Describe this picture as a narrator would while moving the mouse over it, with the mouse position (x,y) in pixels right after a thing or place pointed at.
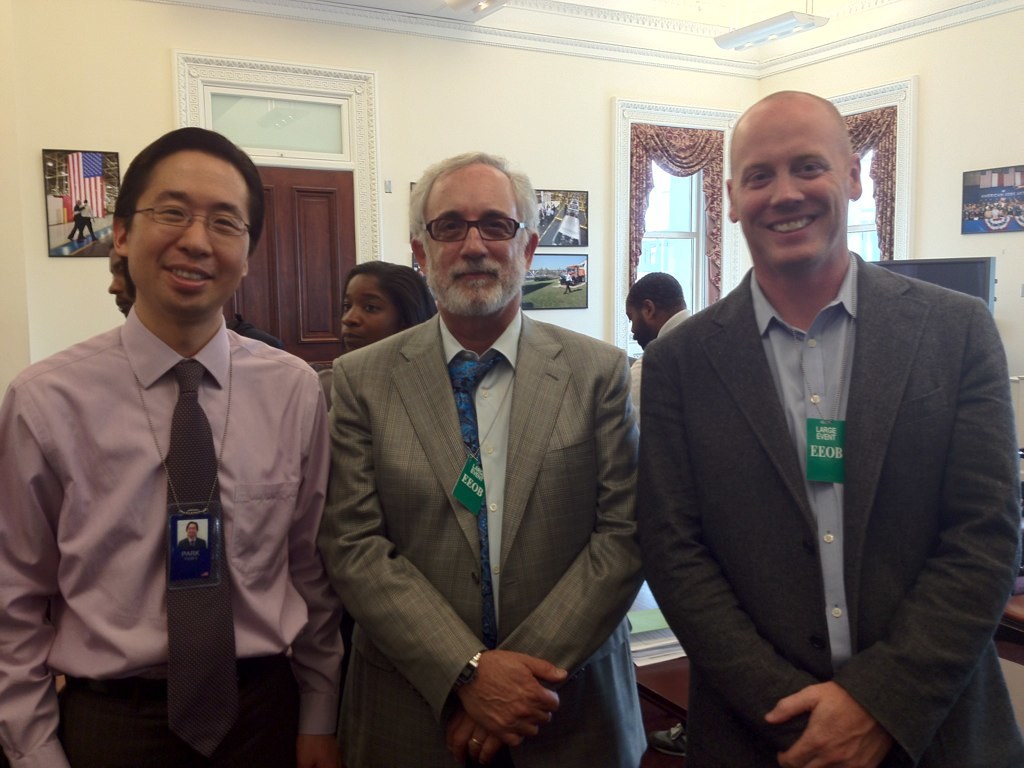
In this image, there are a few people (584,421). We can see the wall (627,77) with some frames (555,307). We can also see a door (301,231) and some windows (693,187), curtains (695,163). We can see the roof (615,13) and a white colored object (793,17).
